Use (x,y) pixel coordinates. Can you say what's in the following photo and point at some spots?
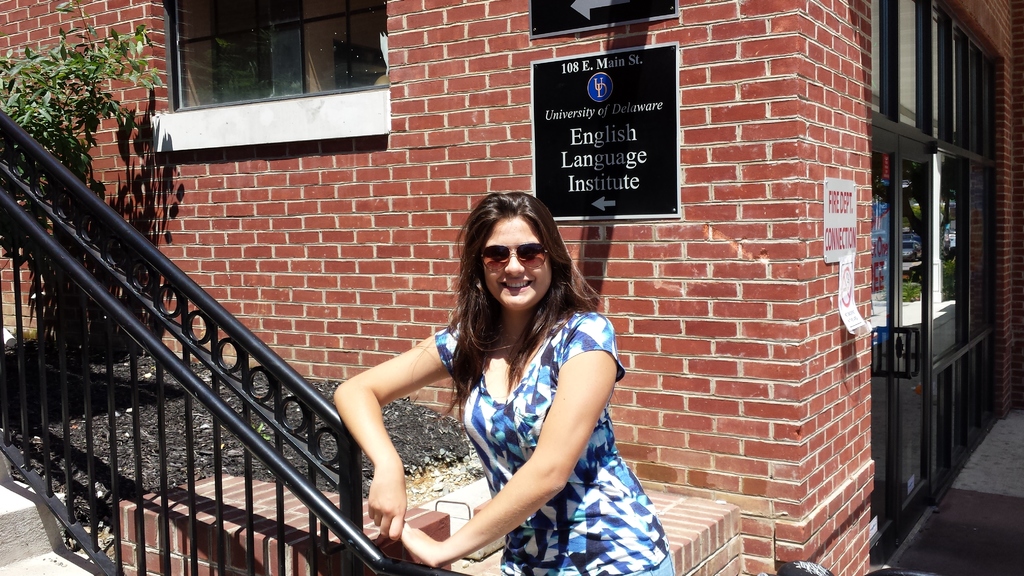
In this image I can see a woman (511,253) leaning on the handrail (303,385) and I can see a wall (165,218) behind her with a window (212,128) and red colored bricks (283,194). The wall (502,116) is having a poster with some text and on the right hand side of the image (983,70) I can see some glass doors (962,168).
